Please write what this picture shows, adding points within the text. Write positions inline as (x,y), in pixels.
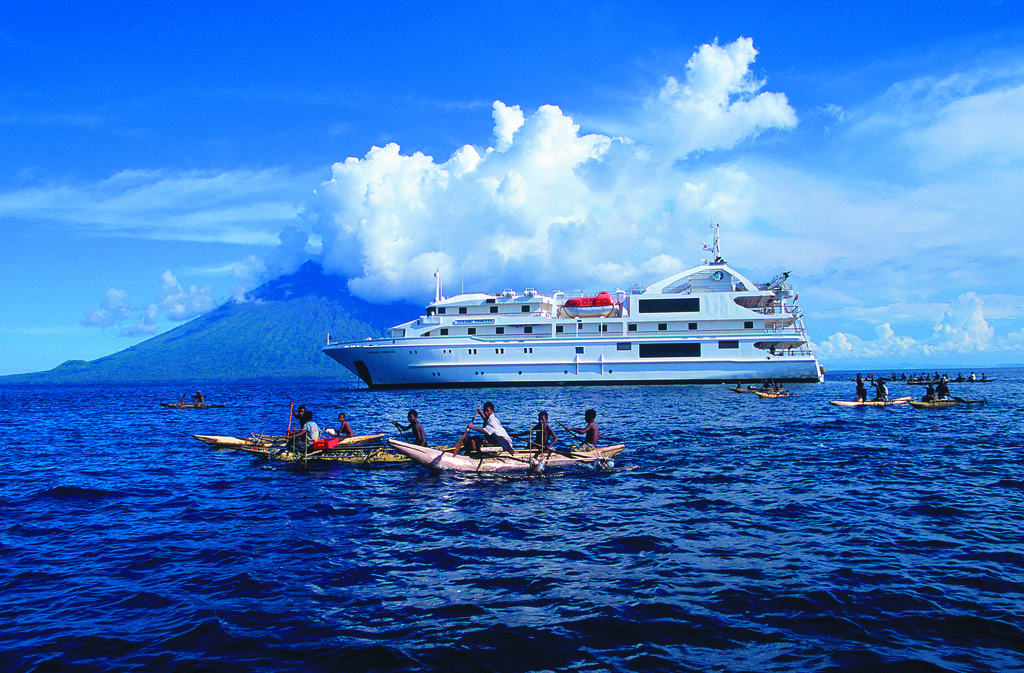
In this image there is a ship (452,377), group of people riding the boats (243,437) on the water (364,486), and in the background (407,207) there are hills (283,352), sky (407,207).
